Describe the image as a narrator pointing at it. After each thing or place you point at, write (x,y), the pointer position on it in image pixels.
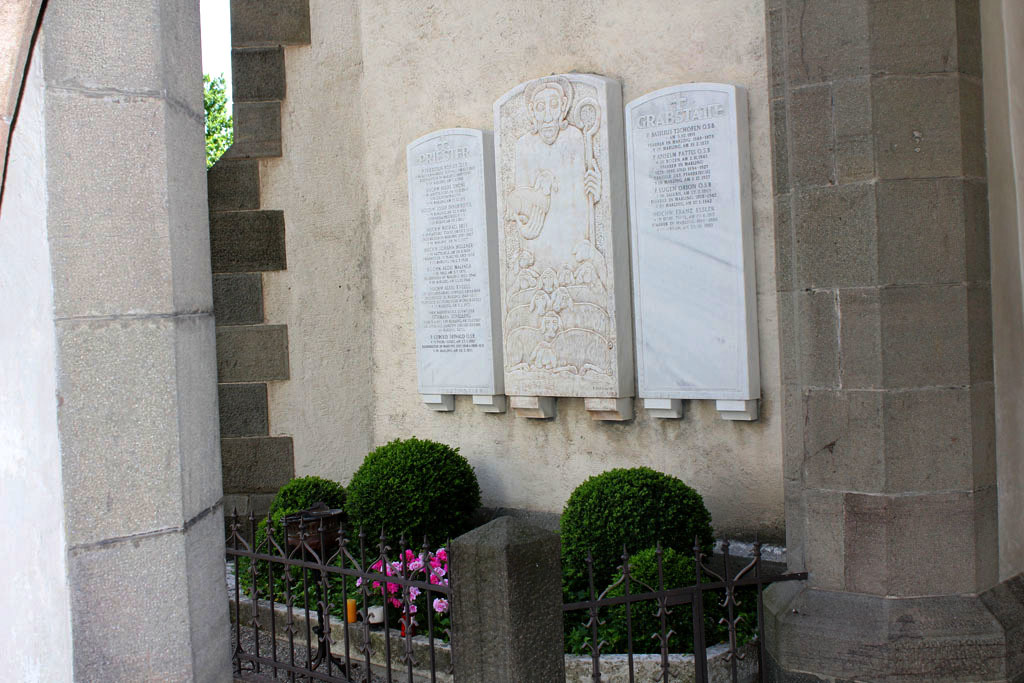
This image is taken outdoors. In the background (398,217) there is a wall (231,301) with boards (719,258) and text (451,310) on them and there is a carving (569,241). At the bottom of the image (440,557) there are a few plants (408,521) on the ground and there is a railing (627,596).
